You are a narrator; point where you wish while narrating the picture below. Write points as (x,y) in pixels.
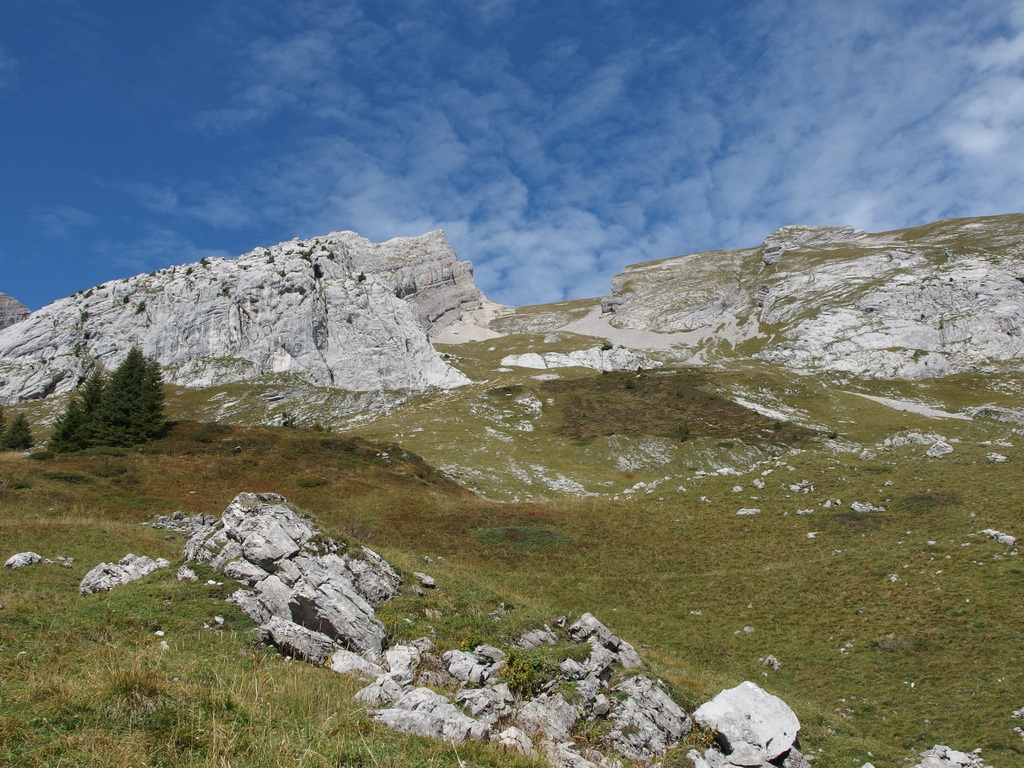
Here in this picture we can see rocks (341,308) present over there and we can see the ground (165,511) is covered with grass (491,523) and plants (146,463) and trees (127,401) present over there and we can also see clouds (581,185) in the sky (478,169).
